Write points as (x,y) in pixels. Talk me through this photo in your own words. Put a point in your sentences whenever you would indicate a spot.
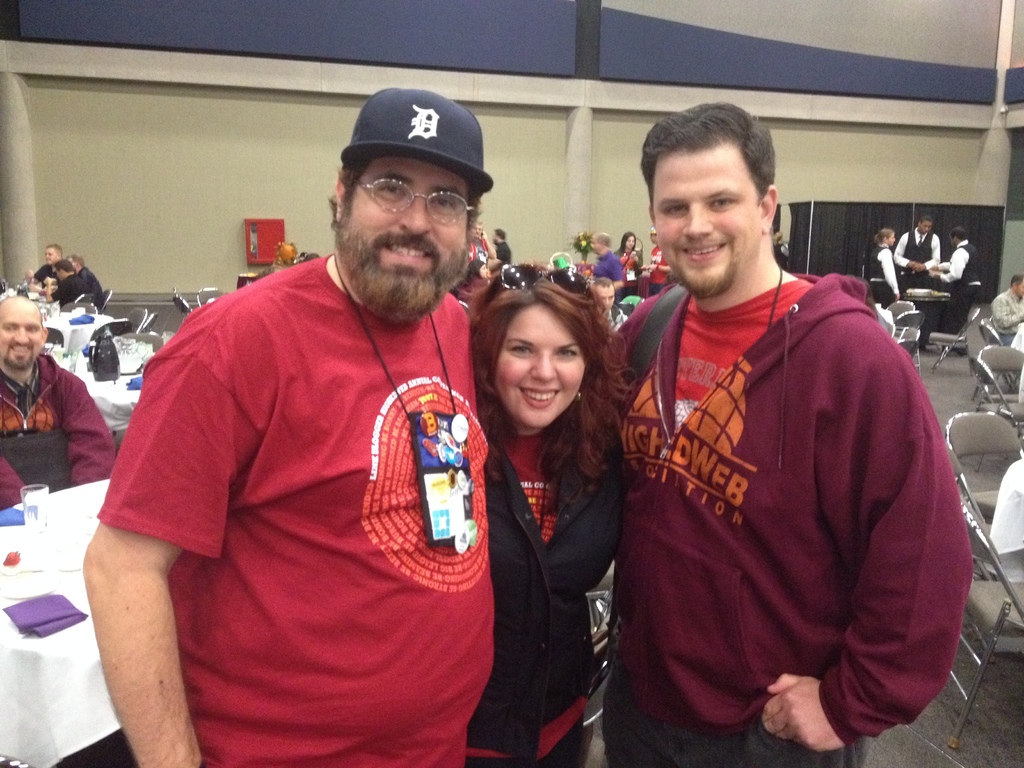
There are three people (603,421) standing and smiling, behind these three people (370,373) we can see glass (33,507) and objects (113,370) on tables (78,372), chairs (136,334) and people (59,407). In the background of the image (628,163) we can see red box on the wall (593,143) and curtains (843,222).
